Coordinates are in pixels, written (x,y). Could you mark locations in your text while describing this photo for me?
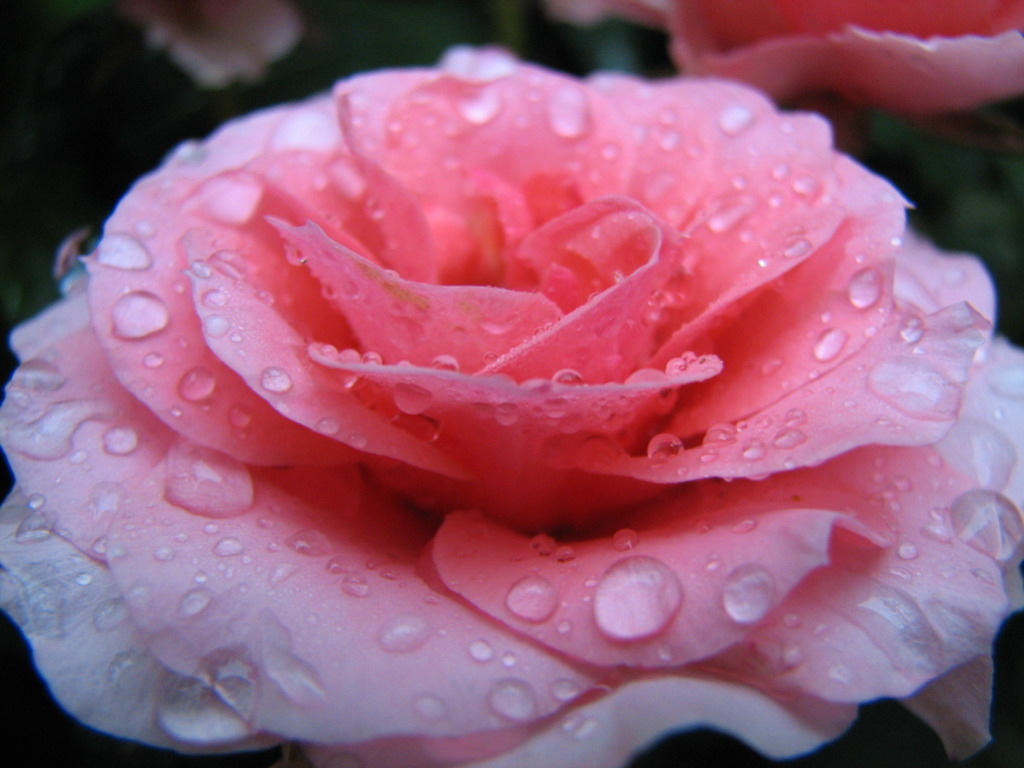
In the foreground of this image (495,527), there is a pink flower (589,343) on which there are water droplets (867,286). At the top (787,32), there is another flower (291,24) and remaining image is blur.
